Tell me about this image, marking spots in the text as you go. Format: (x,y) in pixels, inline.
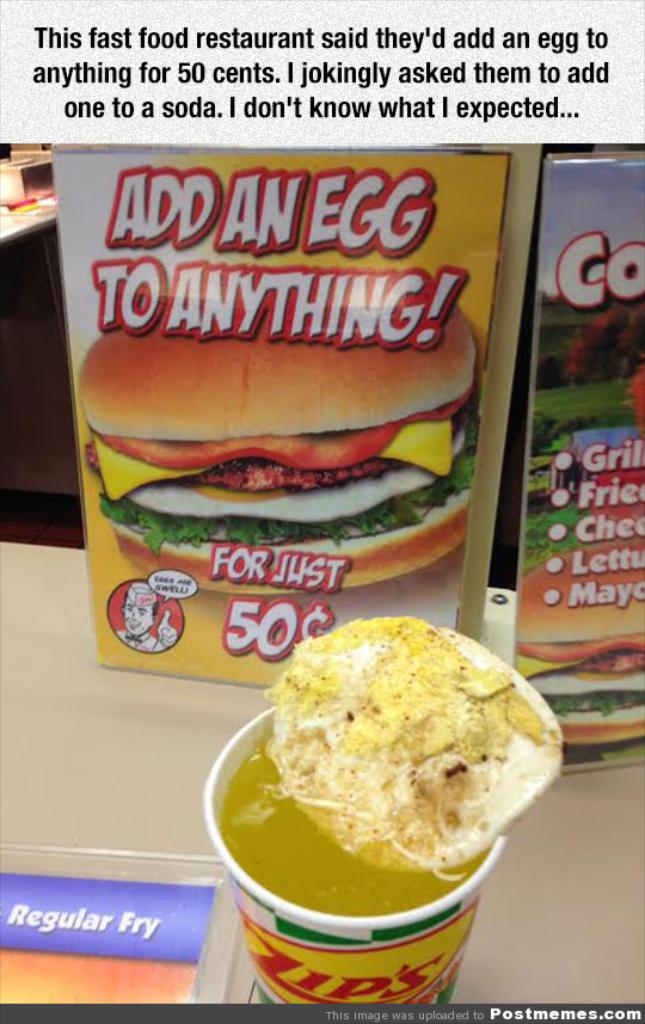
We can see cup (289,919) with drink (302,886) and food (389,802), posters (384,492) and objects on the table (27,810). In the background (26,212) we can see objects (36,146) on the table (15,225). At the top (304,18) we can see some information (320,78). In the bottom right side of the image (532,1016) we can see water mark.
